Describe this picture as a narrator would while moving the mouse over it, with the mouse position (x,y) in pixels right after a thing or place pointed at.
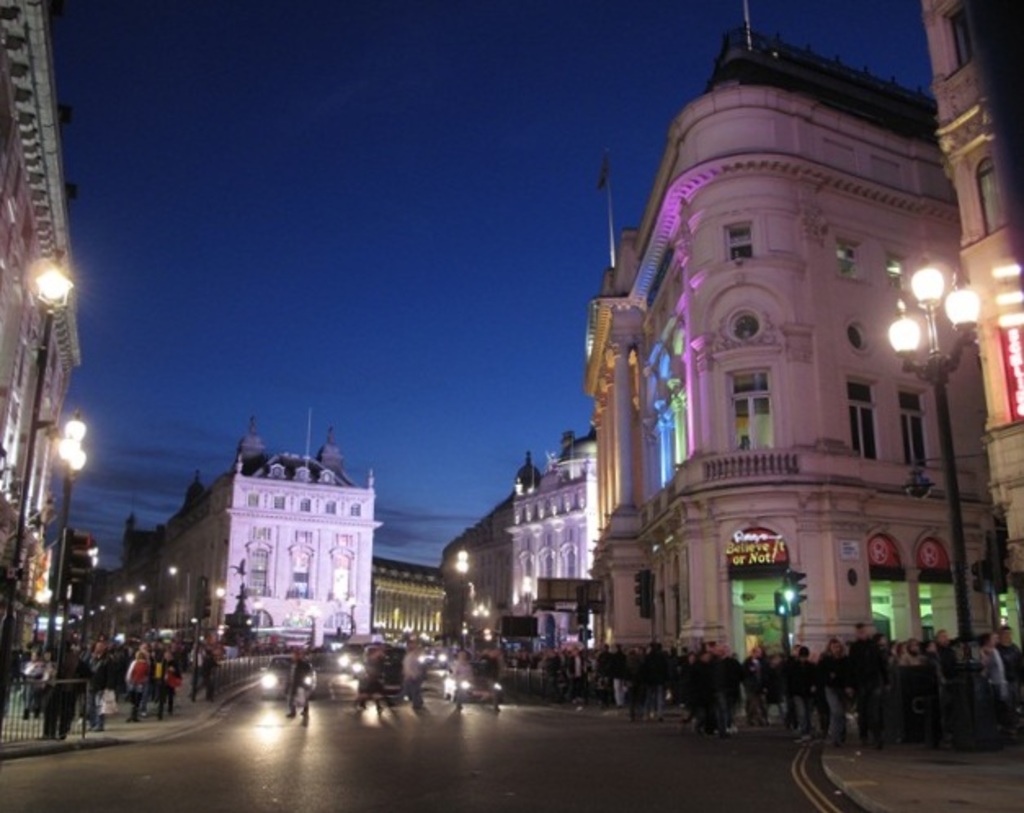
In this image, we can see some buildings (578,566) and persons (915,661). There are cars (287,687) on the road (589,749). There are lights (58,288) on the left (58,288) and on the right side of the image (947,425). There is a sky (545,116) at the top of the image (484,121).
